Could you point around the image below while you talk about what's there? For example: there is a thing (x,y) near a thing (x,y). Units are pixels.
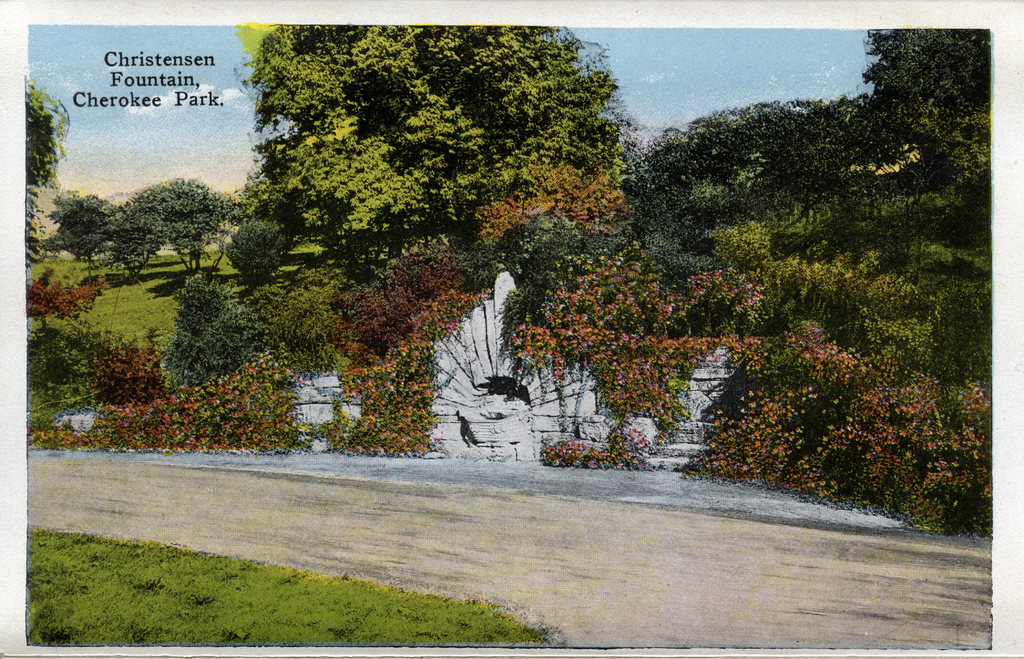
In this picture there is a photograph of the park (338,346). In the front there are many trees (305,125) and in the middle (481,345) there is a small white color wall (504,288).
